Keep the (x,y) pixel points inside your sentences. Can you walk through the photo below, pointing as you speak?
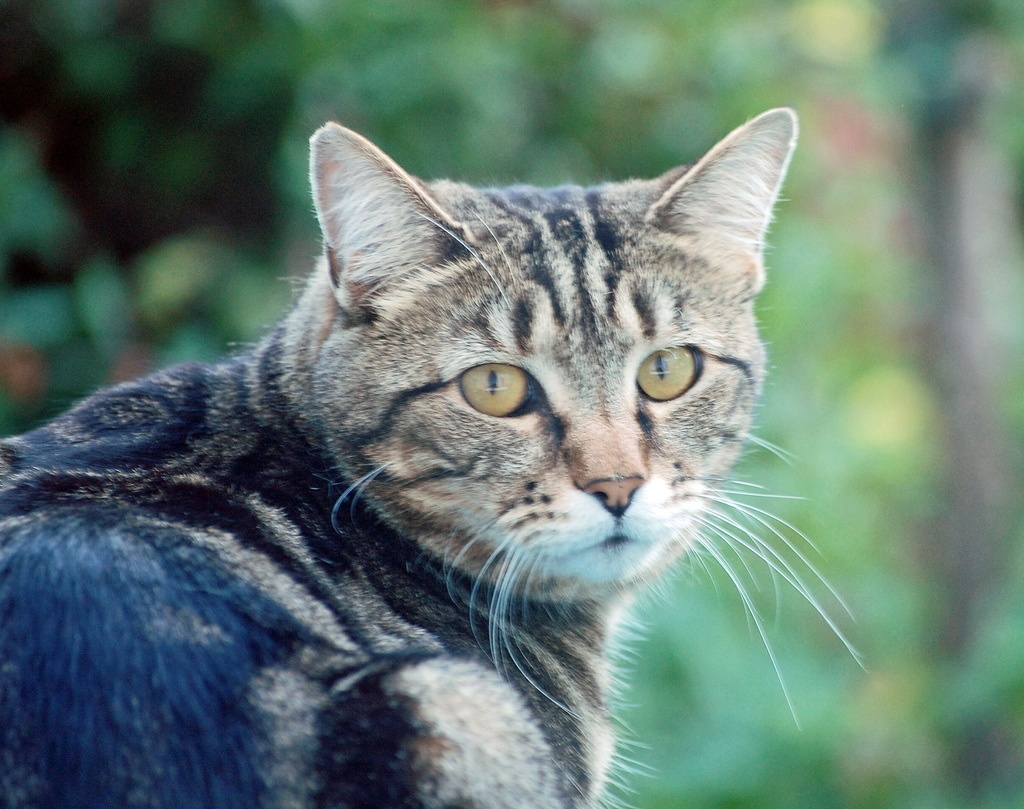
In the image in the center, we can see one cat (441,601), which is in black and brown color. In the background (450,162) we can see trees (914,200).
